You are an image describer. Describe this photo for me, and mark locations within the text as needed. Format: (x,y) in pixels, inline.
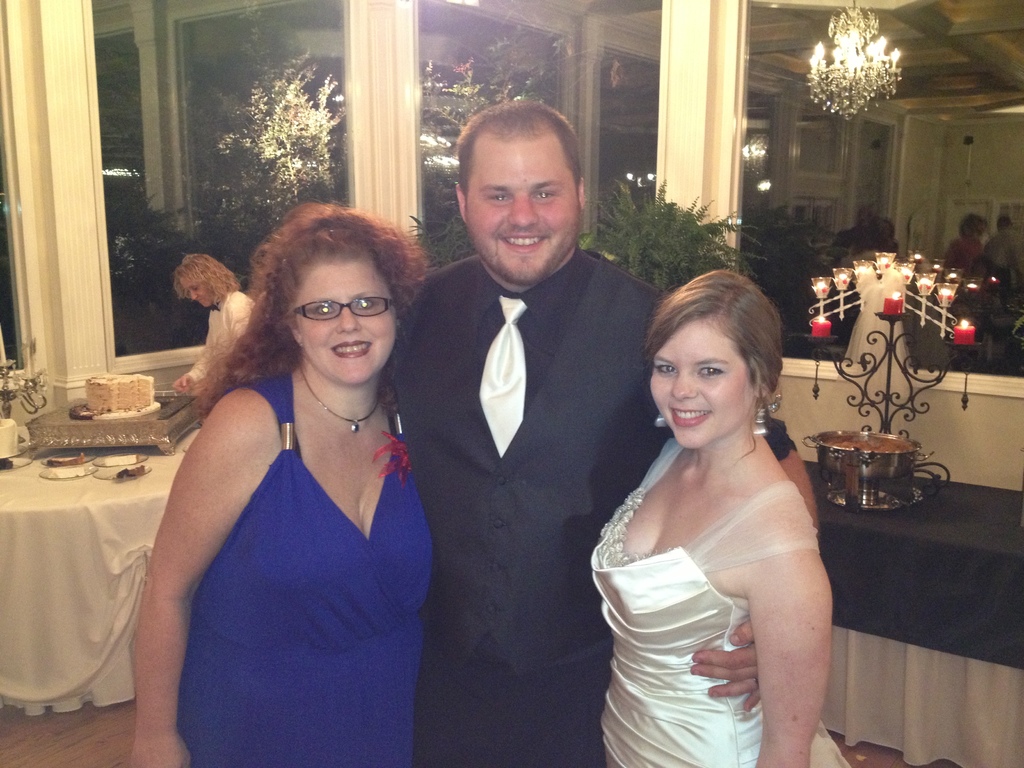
In this image we can see a man (438,636) and two women (370,632) are standing. In the background (197,297) we can see a person (202,265), objects (106,473) on a platform (26,522), candles (891,302) with flames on the stand (839,307) on a table (1012,695), glasses (902,235) on the wall (396,33). On the glasses (246,99) we can see the reflection (331,178) of plants (698,266), few persons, wall (865,113) and a chandelier (845,79).
